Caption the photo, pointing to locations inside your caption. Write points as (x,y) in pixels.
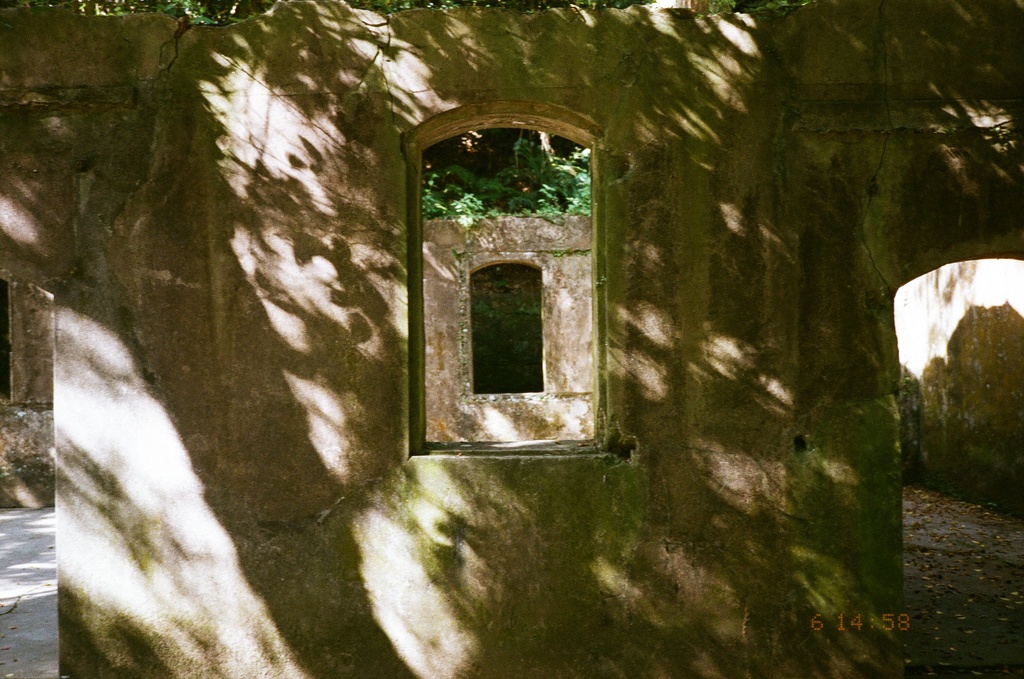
In the center of the image (635,307), we can see a wall (716,361) and in the background (522,158), there are trees (473,134).
